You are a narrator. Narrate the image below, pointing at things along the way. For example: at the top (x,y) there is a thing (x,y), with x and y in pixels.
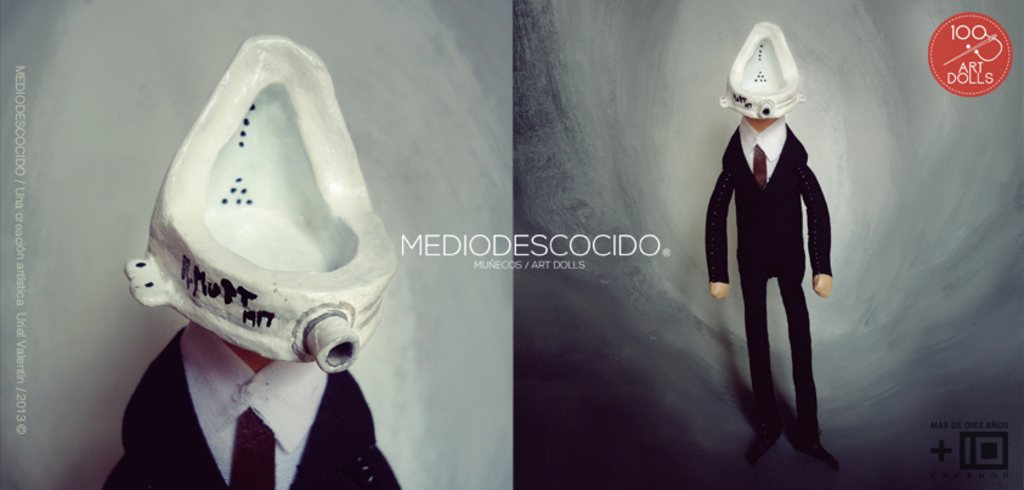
In this image we can see a collage poster (609,186) of a person (721,197) wearing black color suit (721,225) and there is a urinal basin (213,232) to his head (369,227).
